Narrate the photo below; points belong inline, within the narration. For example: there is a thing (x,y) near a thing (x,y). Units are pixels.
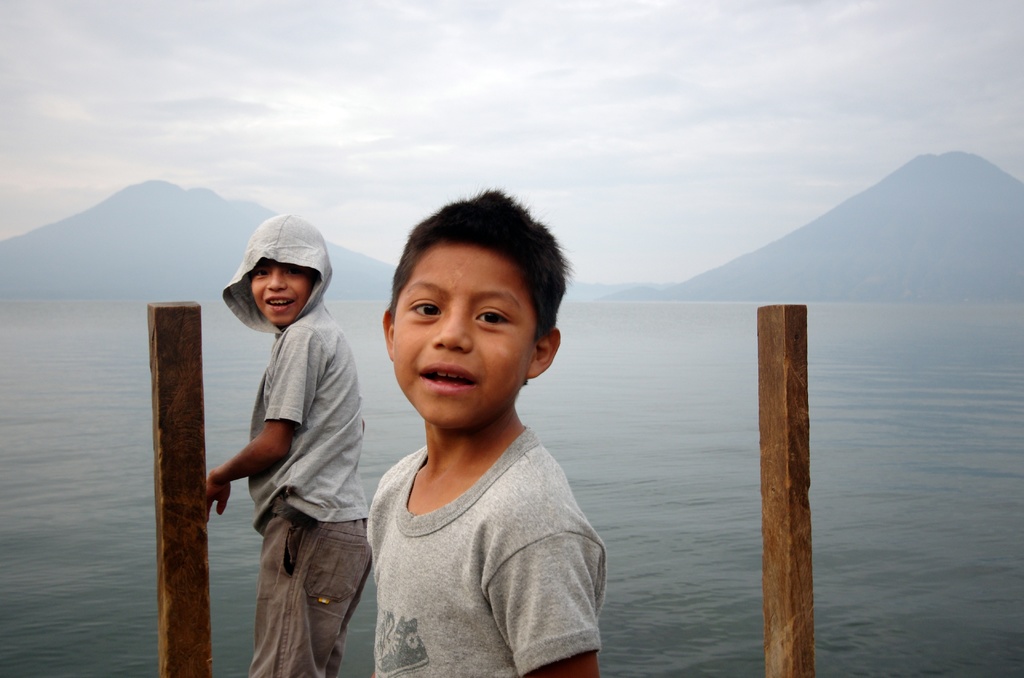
This is an outside view. Here I can see boys (464,432) are standing, smiling and looking at the picture. On the right (782,400) and left sides of the image there are two poles (170,335). In the background (734,398) there is an ocean (675,330) and few mountains (143,200). At the top of the image (308,110) I can see sky (349,50).
